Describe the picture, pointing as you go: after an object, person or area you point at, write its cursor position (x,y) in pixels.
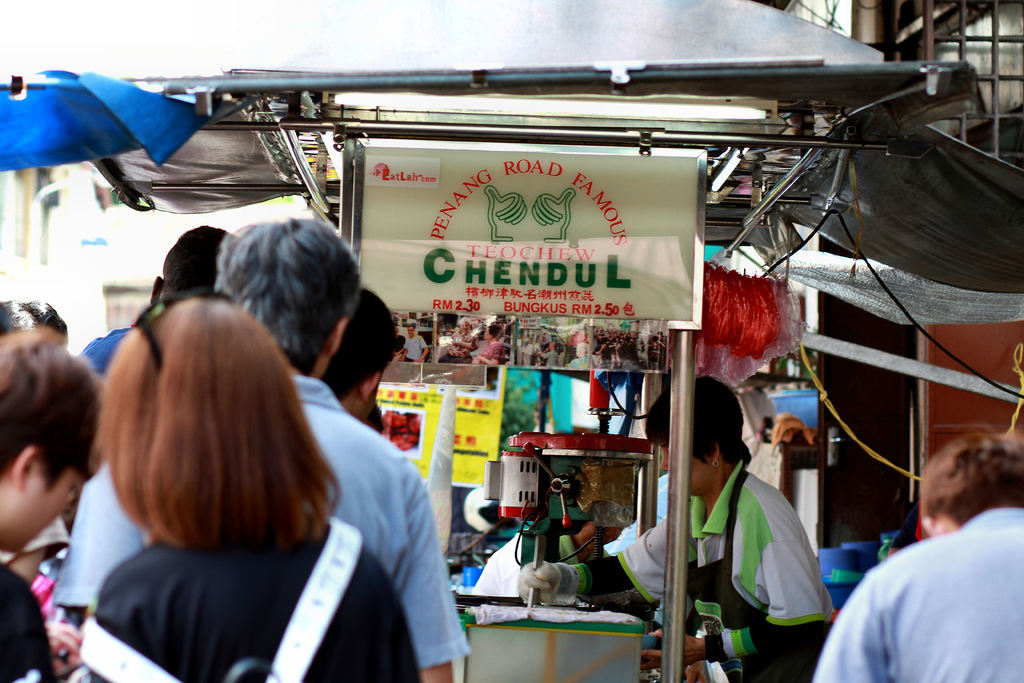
In this image there are people (744,532). On the right (704,557) there is a person (729,541) holding an object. At the top (741,90) there is roof (679,50) for shelter. There is a board (528,248) attached to the poles (679,367). Tree (522,415) is visible in this image.
